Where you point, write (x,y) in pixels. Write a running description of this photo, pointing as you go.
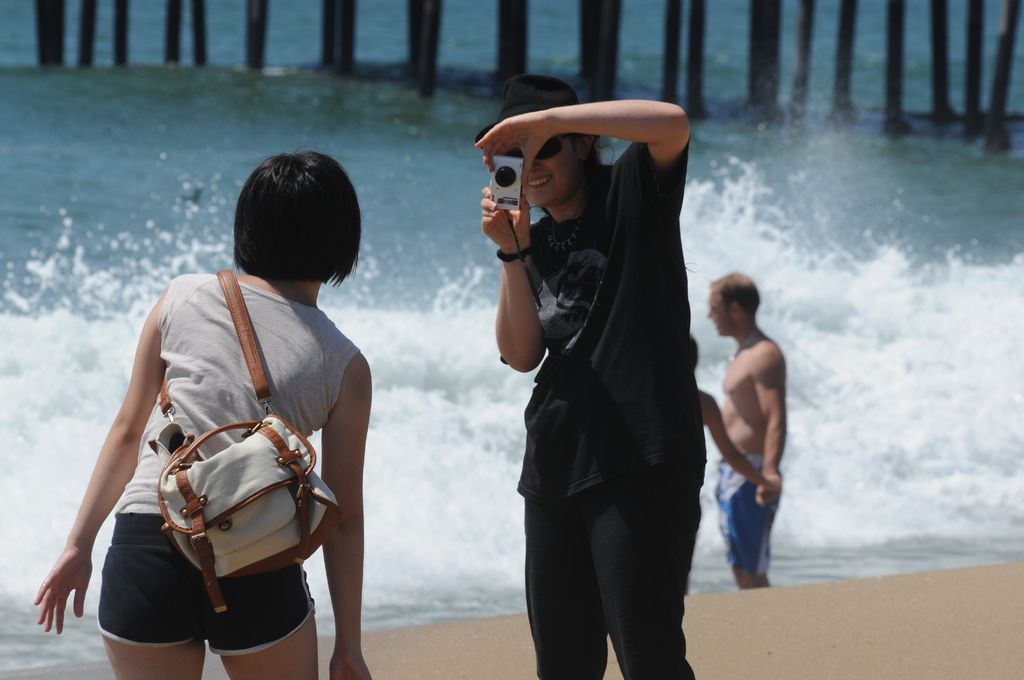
In this picture we can see a woman (573,206) wearing a black hat (542,93), holding a camera (507,185) in her hand (518,220) and taking a snap of this women (221,437). Here we can see persons (772,409) standing in front of a sea (423,135).
